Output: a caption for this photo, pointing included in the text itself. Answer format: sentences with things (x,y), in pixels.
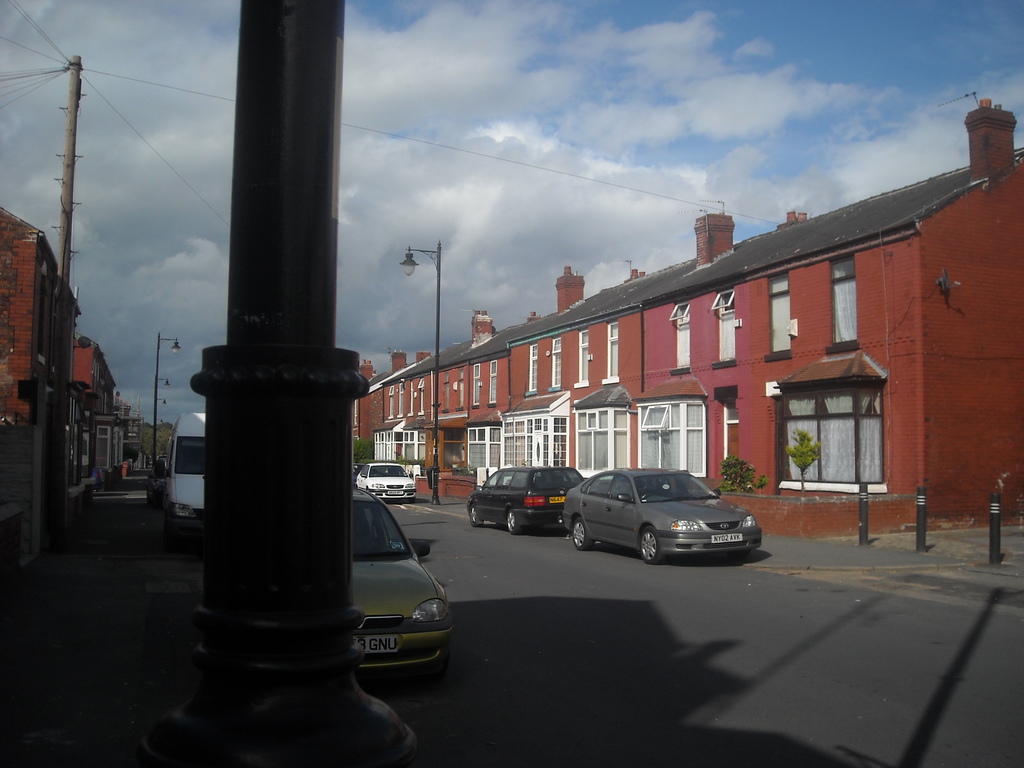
Vehicles (628,496) are on the road (447,525). In this image we can see pole (298,235), light poles (154,427), cloudy sky (387,152), buildings (852,374) and plants (804,455). To these buildings (547,370) there are windows (522,448).
